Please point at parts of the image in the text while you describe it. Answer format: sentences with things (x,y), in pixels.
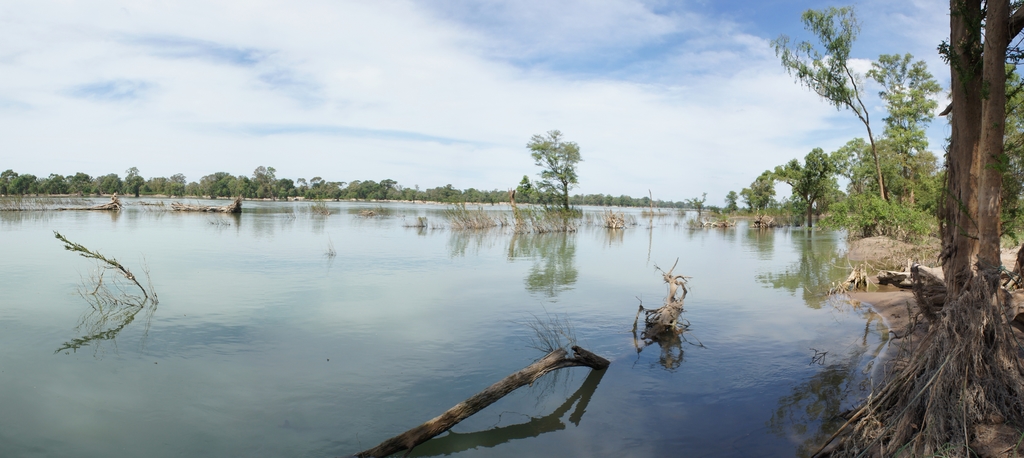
At the bottom of the image (399,330) there is water (603,317) with sticks (680,317) and few plants (540,210) in the water (145,204). In the background (868,192) there are trees (1013,107). At the top of the image (480,110) there is a sky (319,58) with clouds (386,58).
